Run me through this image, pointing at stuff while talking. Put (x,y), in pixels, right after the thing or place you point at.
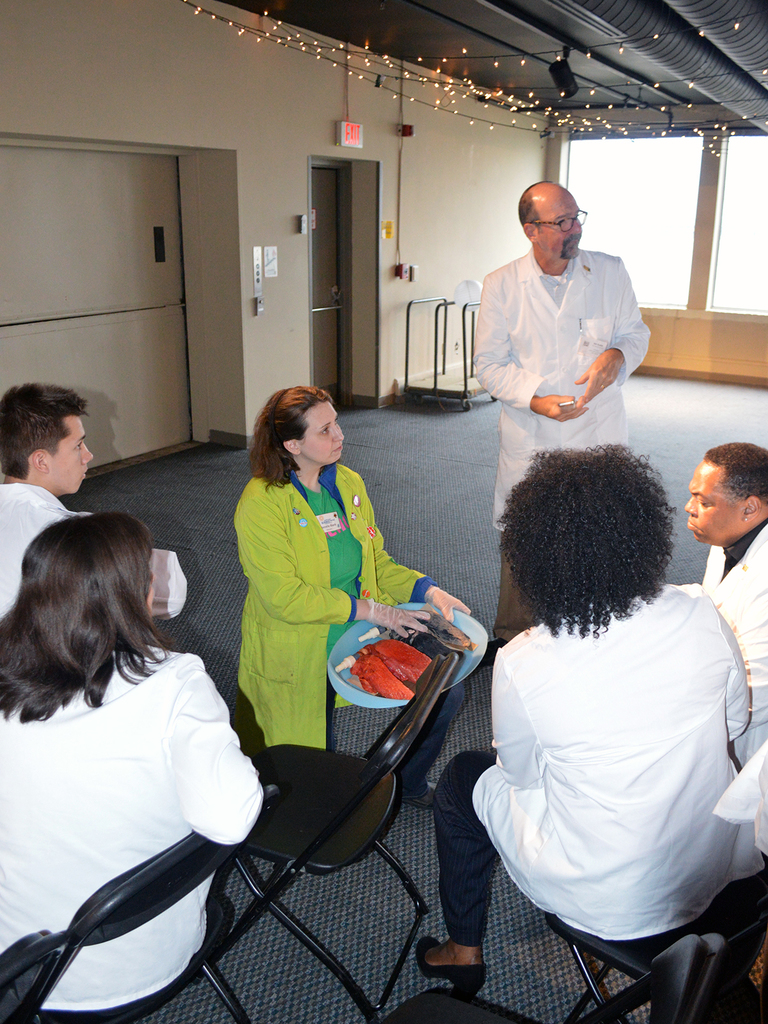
In this image at the bottom (160,713) there are few people (143,614) sitting on chair (360,796), one woman (439,593) sitting in squat position holding an object (358,646), another man (572,236) standing in front of them, at the top (402,36) there are the roofs (615,3), on which there are some lighting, in the middle (444,364) there are doors (330,248), wall (383,248) and a stand (448,393), window (696,140).
